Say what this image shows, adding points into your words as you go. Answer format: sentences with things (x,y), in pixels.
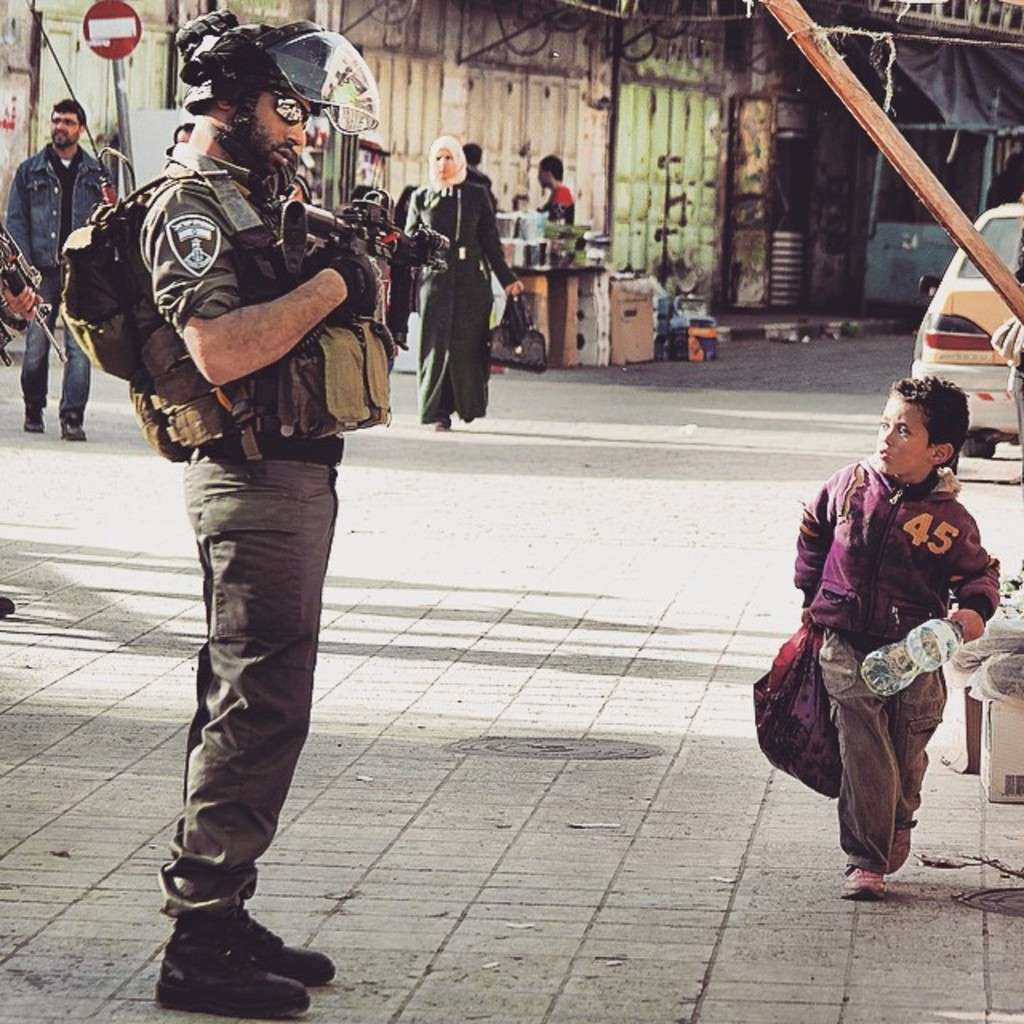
In this image there is an officer (237,511) standing on the floor (282,903) by holding the gun (385,230) and wearing the bag (112,279). He has a helmet (237,67) and spectacles (276,105). On the right side (928,610) there is a kid (890,640) who is walking on the floor (892,917) by holding the bag (756,703) and a bottle (908,675). In the background (478,265) there are few other people (504,271) standing on the ground (494,436). On the right side (948,295) there is a car (976,303). Beside the car (942,291) there is a footpath (797,319). On the road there is a stall (575,261), Beside the stall (593,242) there are door (532,93). On the left side (124,22) there is a board (110,22) on the road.
